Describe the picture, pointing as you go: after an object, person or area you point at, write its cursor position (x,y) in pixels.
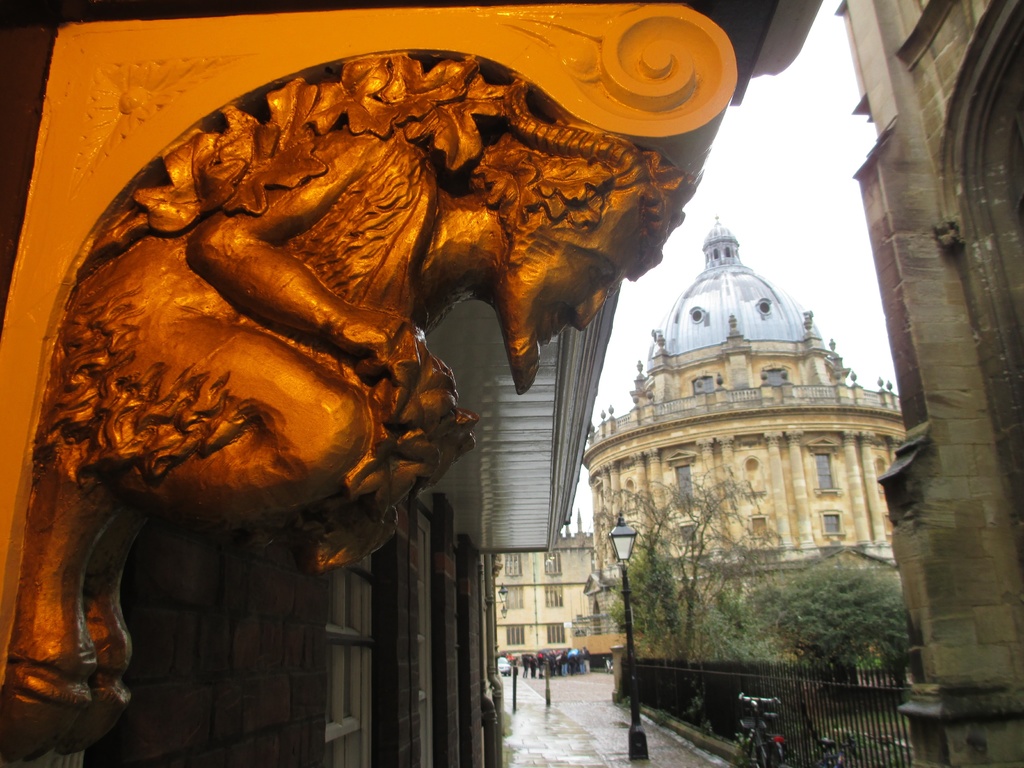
In this picture we can see some buildings (435,562), trees (668,571) and sculpture (360,404) and few people (526,662) are on the road (587,686).
